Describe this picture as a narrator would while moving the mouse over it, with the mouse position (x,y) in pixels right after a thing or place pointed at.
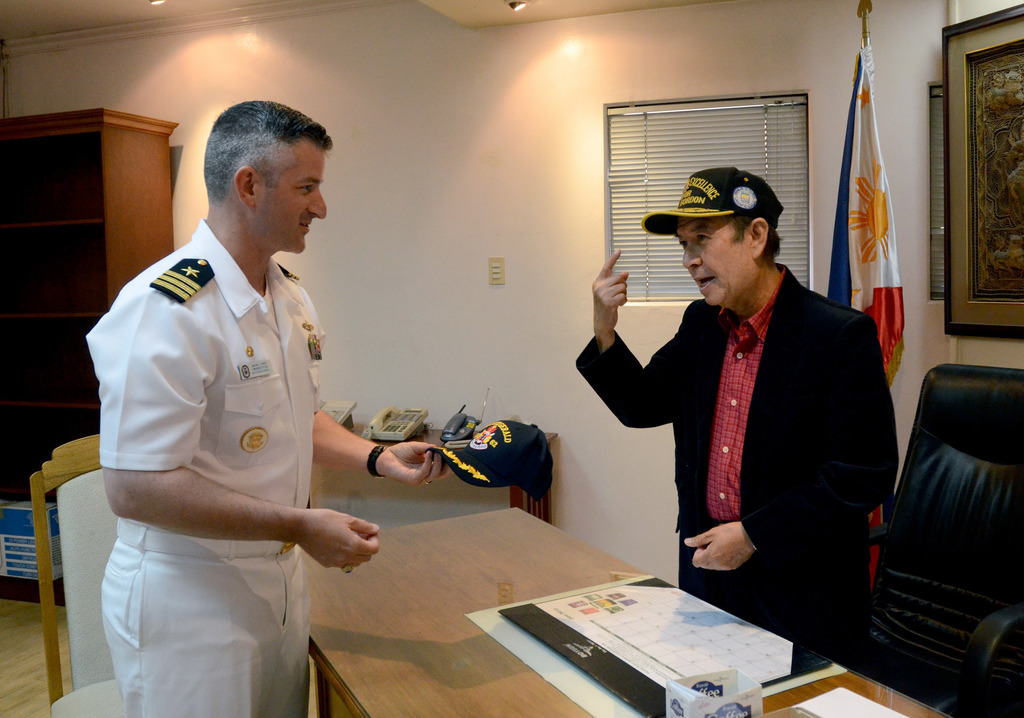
Here we can see two persons (613,338) are standing, and in front (511,586) here is the table (517,601) and some objects (536,620) on it, and here is the flag (847,286), and here is the wall (485,110) and photo frames (1002,191) on it.
